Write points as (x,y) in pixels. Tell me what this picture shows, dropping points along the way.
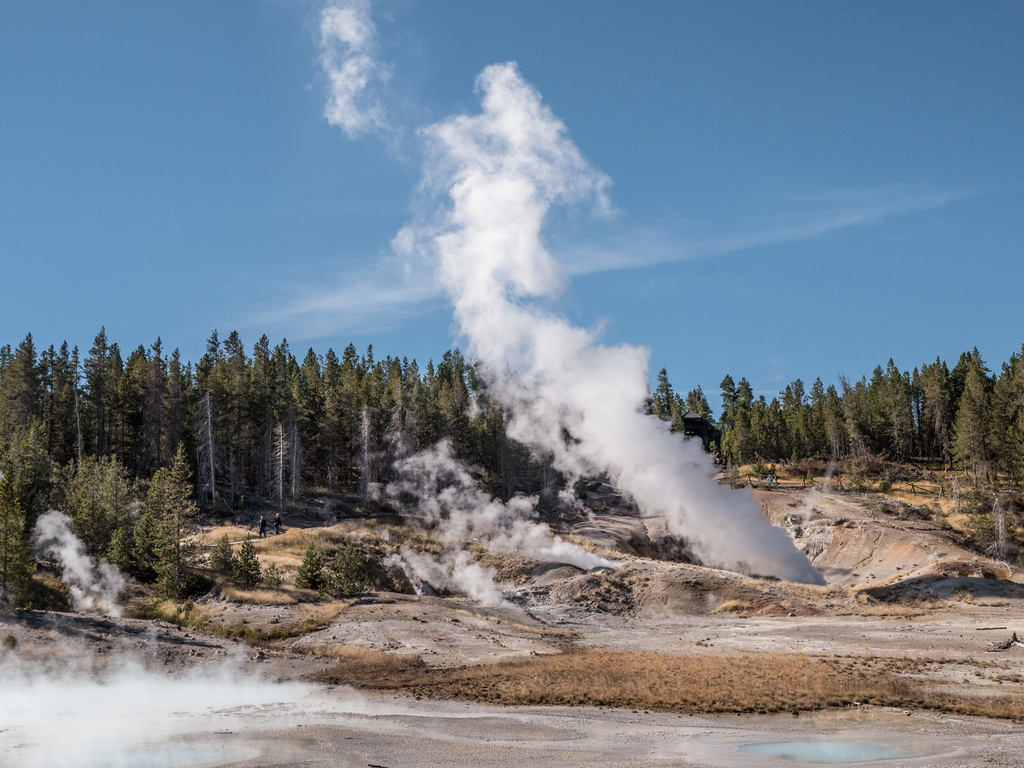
In this image we can so many trees (408,393), two people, smoke (525,530) and land (605,672). At the top of the image (419,109), we can see the sky (817,162).
